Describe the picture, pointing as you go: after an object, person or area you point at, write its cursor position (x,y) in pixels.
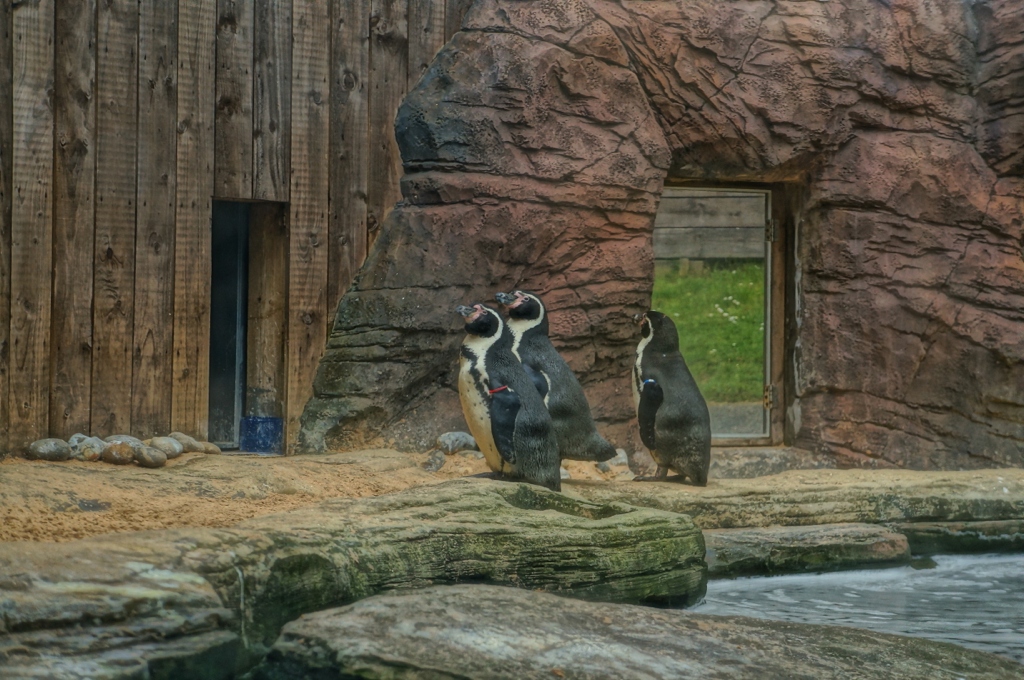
In this image there is an entrance arch (815,119), wooden fence (107,154) visible at the top (726,116), in the middle (413,424) there is water (873,587), animals (495,402), stones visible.
